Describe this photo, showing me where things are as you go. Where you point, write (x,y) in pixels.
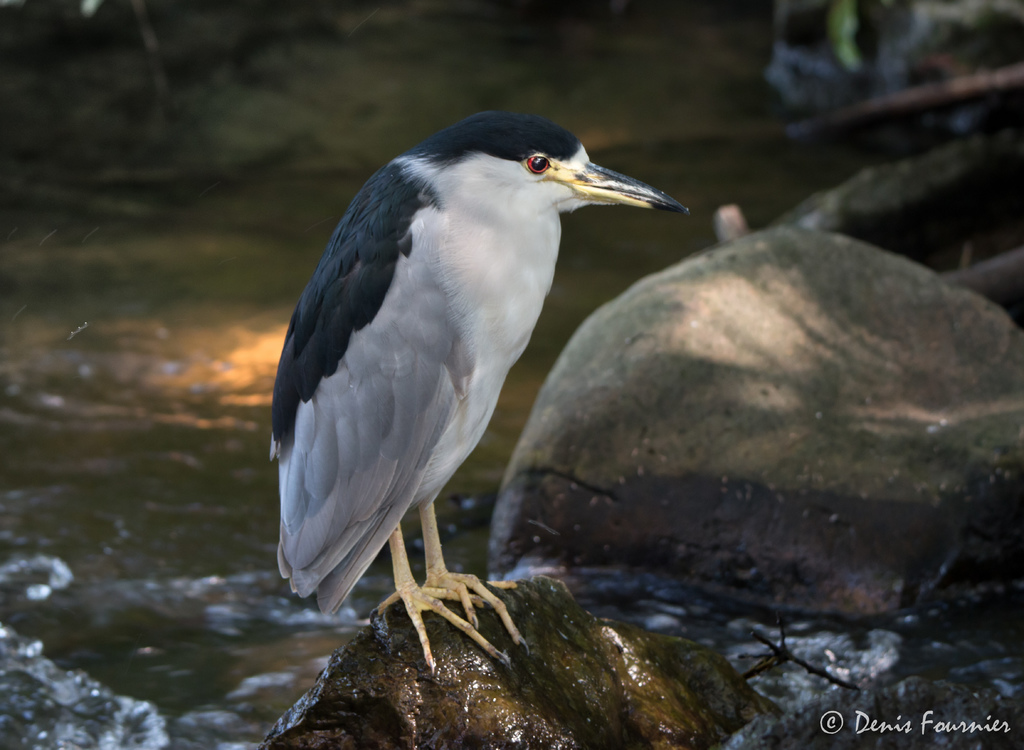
In this image we can see a bird (367,383) on the stone (425,618). At the bottom of the image (155,599) there is water (180,611). To the right side of the image (862,711) there is some text (834,720).
